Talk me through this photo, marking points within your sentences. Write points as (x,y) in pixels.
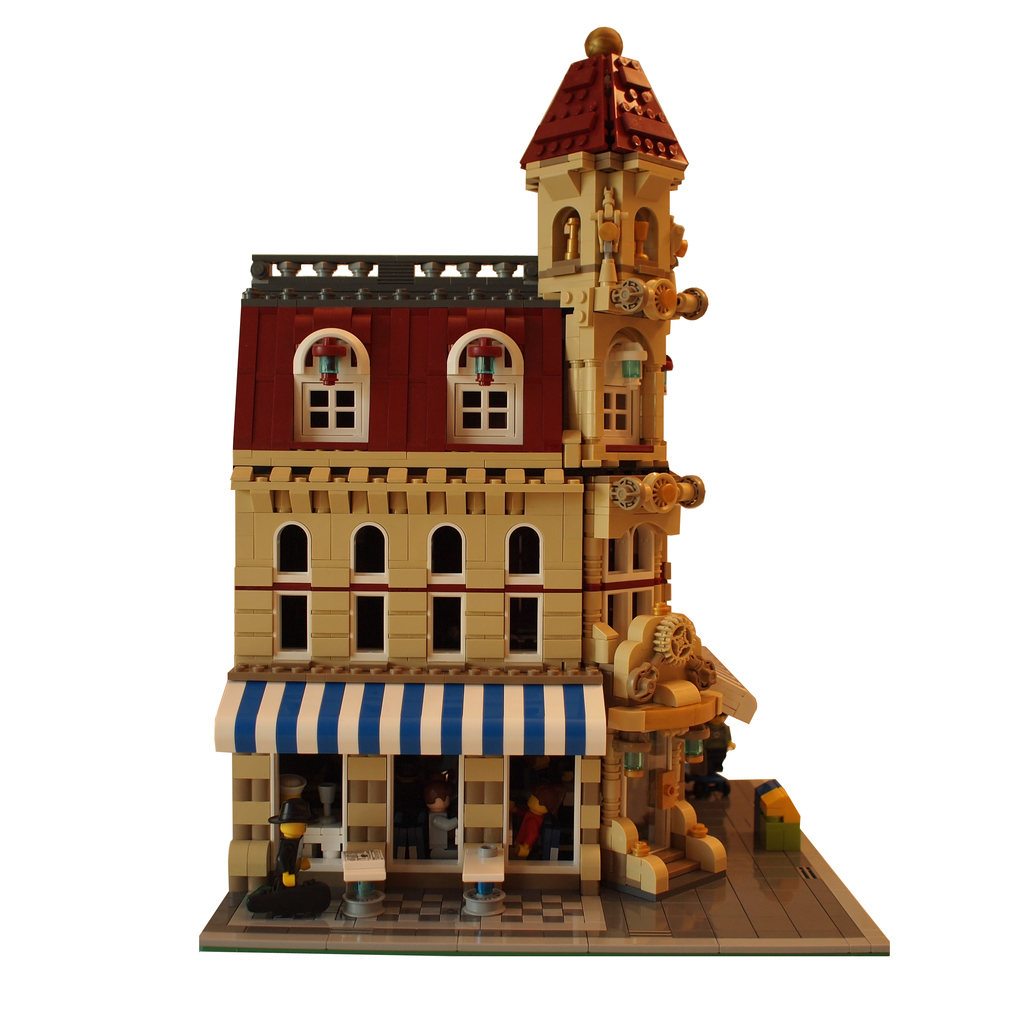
This image consists of a building (669,870). It looks like a miniature (514,640) made up of plastic blocks (481,619). The building (453,768) is in brown color.
